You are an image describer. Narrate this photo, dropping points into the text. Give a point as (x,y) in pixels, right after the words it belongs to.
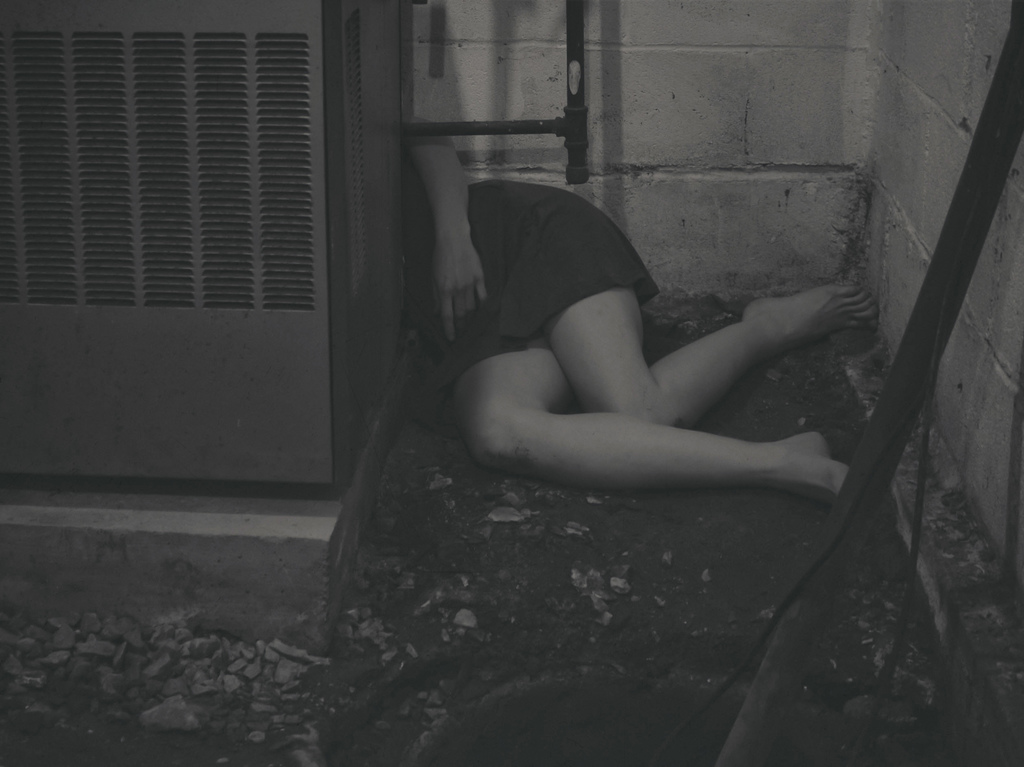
In this picture we can see a person (522,341) on the right side (707,370), at the bottom (192,698) there are some stones (188,689), we can see a wall (758,130) in the background (753,93), it is a black and white image.
